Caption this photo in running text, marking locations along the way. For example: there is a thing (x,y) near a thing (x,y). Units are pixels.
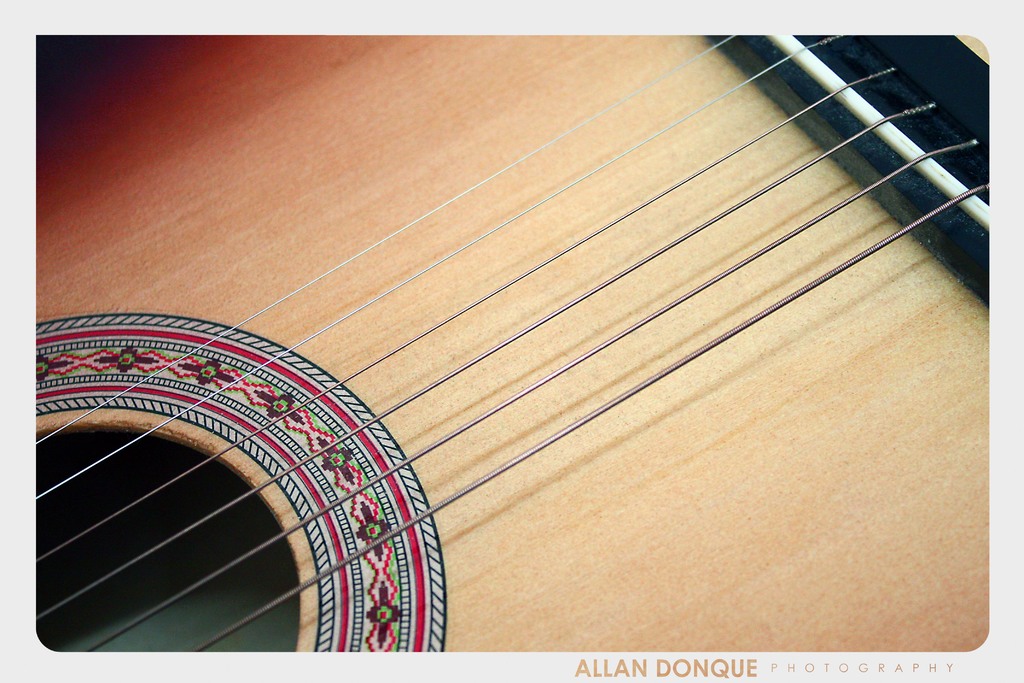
In this image I can see a guitar (435,325).
